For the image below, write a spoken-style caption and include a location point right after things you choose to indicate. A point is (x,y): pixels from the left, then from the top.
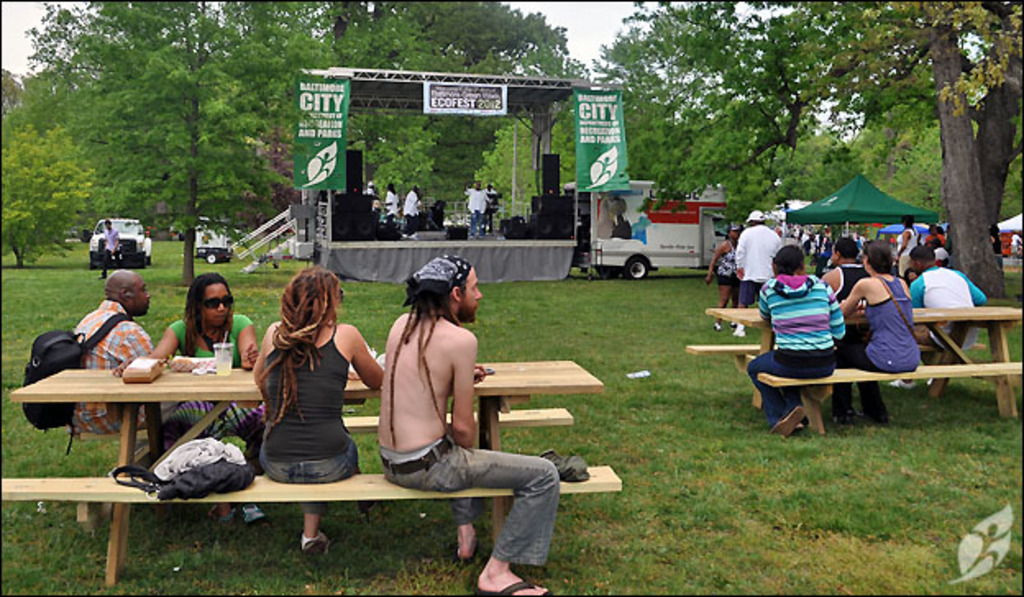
Here in this picture we can see that there is a stage (368,90) and from banner (481,109) we can say it is an ecofest of 2012. And from this we can say it is a city wide festival. We can see city name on it. And we can see people (437,382) sitting on benches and having drinks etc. There are more trees (371,147) behind. It seems good.
